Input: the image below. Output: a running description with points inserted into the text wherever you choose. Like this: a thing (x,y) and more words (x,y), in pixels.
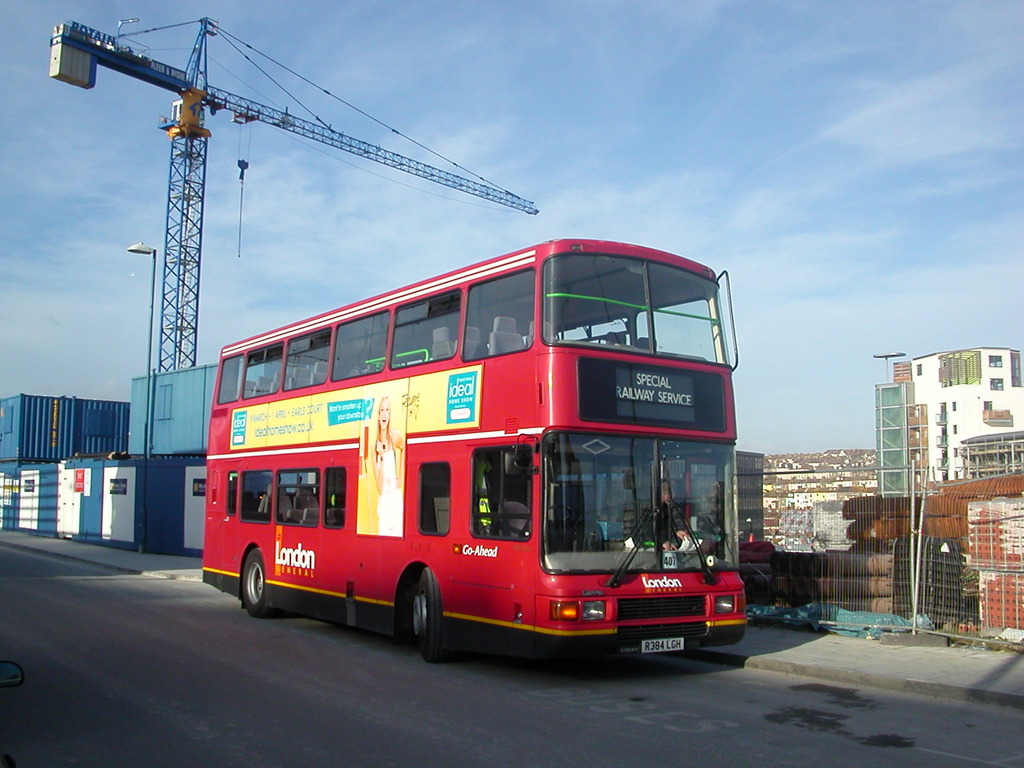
This image is taken outdoors. At the bottom of the image (351,694) there is a road (143,669). At the top of the image (552,72) there is the sky (766,313) with clouds (900,280). In the middle of the image (398,424) a bus (386,549) is parked on the road (674,667). On the right side of the image (850,487) there are many buildings (844,474) and houses (823,497) with walls (960,426), windows (944,428), doors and rooms (985,397). There are a few iron sheets (896,514). On the left side of the image (181,324) there is a tower (182,251) and there is a weight lifting crane (204,83). There are a few ropes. There is a street light (151,331) and there are a few containers (111,446) on the road (2,641).
